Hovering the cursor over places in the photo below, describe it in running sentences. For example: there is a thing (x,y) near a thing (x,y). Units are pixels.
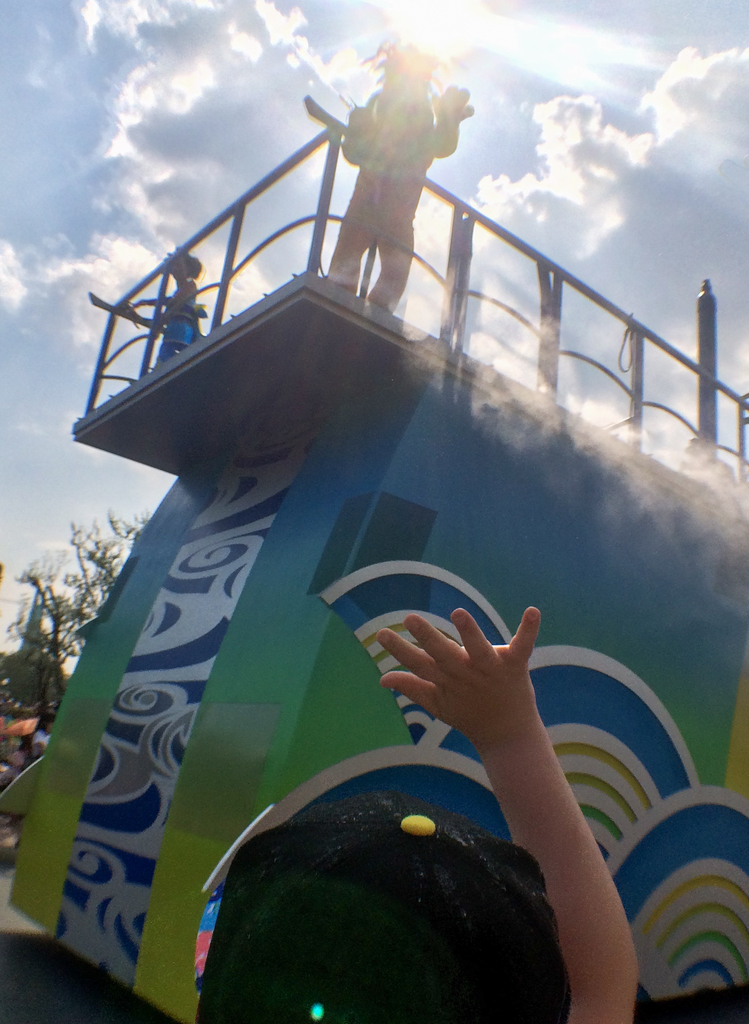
In the center of the image (263,479) we can see two persons (408,213) are standing on a vehicle (225,632) and we can see tree (66,639), some persons (40,733) are there. At the bottom of the image (50,972) we can see road (115,987) and person (405,921) are there. At the top of the image (377,21) clouds (350,90) are present in the sky (37,235).
